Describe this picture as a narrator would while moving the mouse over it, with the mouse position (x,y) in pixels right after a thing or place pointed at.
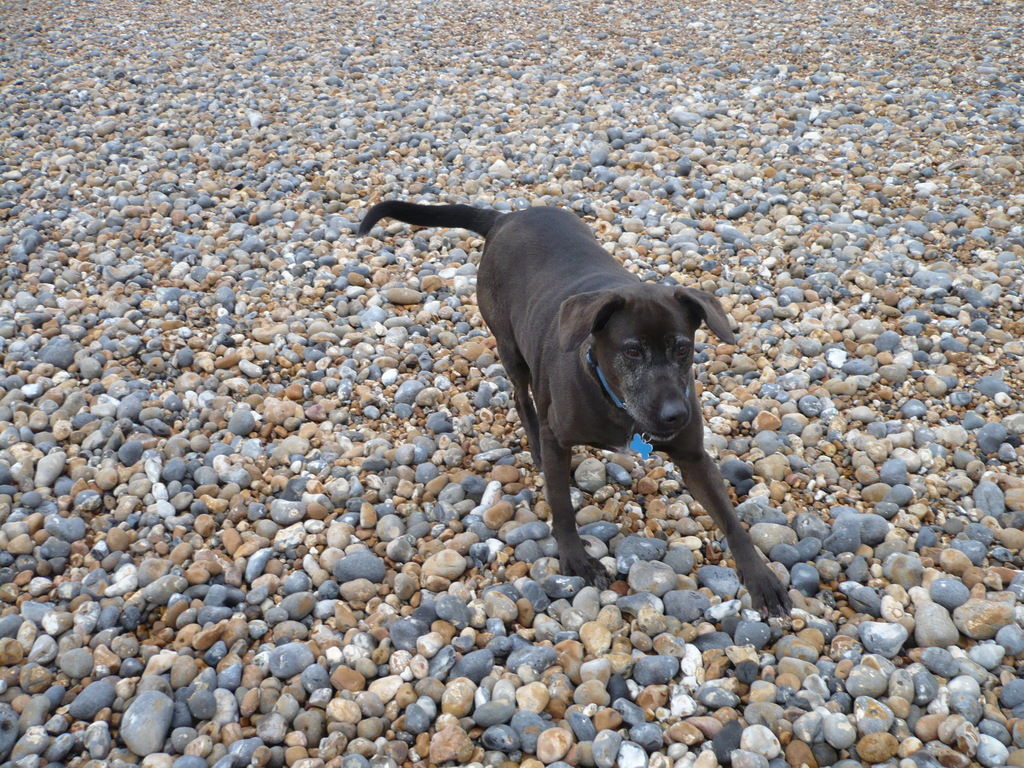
This image consists of a dog (624,391) in black color. At the bottom (532,599), there are stones (245,506) in different colors.
